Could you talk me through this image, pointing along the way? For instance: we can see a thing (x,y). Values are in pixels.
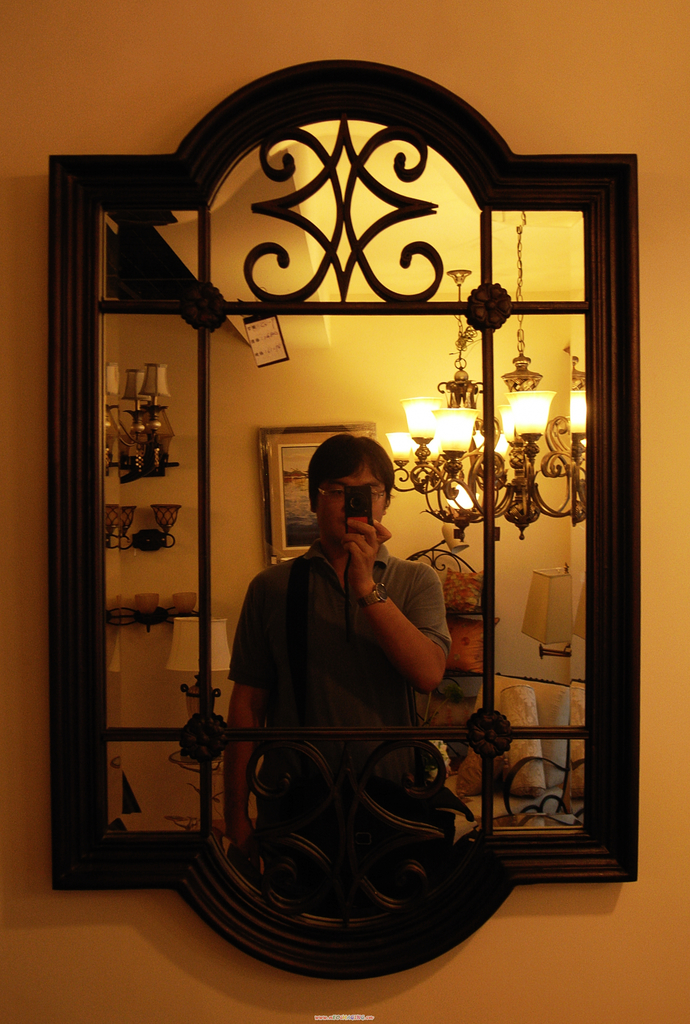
In this image there is a mirror (290,176) on the wall (63,935). Through the mirror (376,653), we can see a person (375,583) holding the mobile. Behind him there are lamps (469,503), pillows (536,727). There is a photo frame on the wall (385,381). There is a chandelier (563,430). There is some text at the bottom of the image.
